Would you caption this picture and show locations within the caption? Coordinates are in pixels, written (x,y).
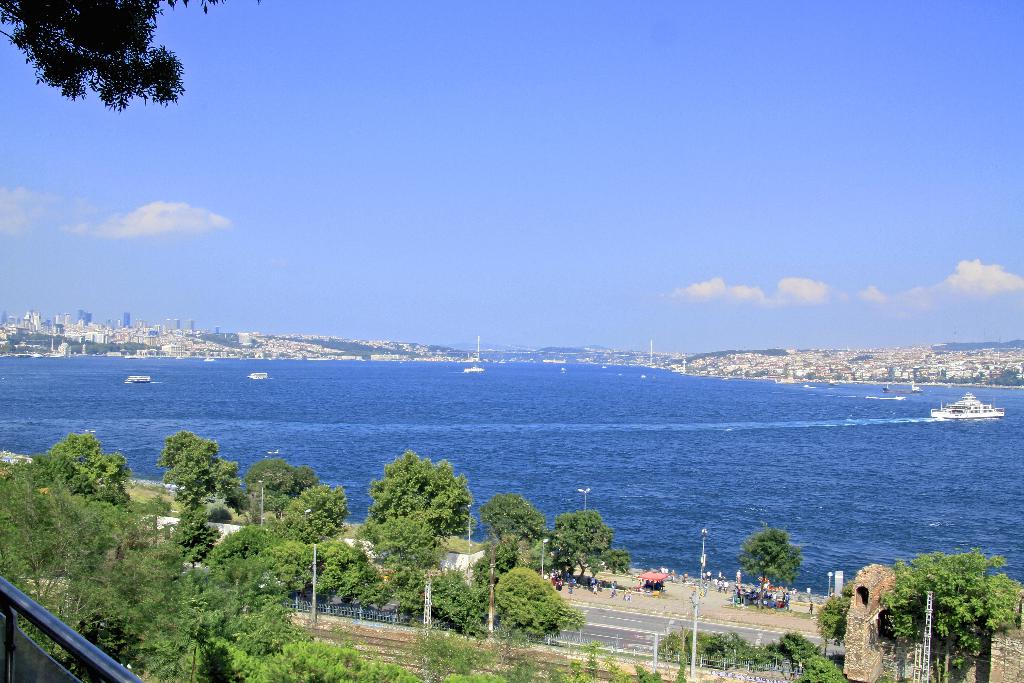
Completely an outdoor picture. The water (512,433) is in blue color and it is saltwater (633,423). Far there are many buildings (93,334). The boat (982,413) is floating on water (730,437). Near there are number of trees (324,487) and a road (615,628).
